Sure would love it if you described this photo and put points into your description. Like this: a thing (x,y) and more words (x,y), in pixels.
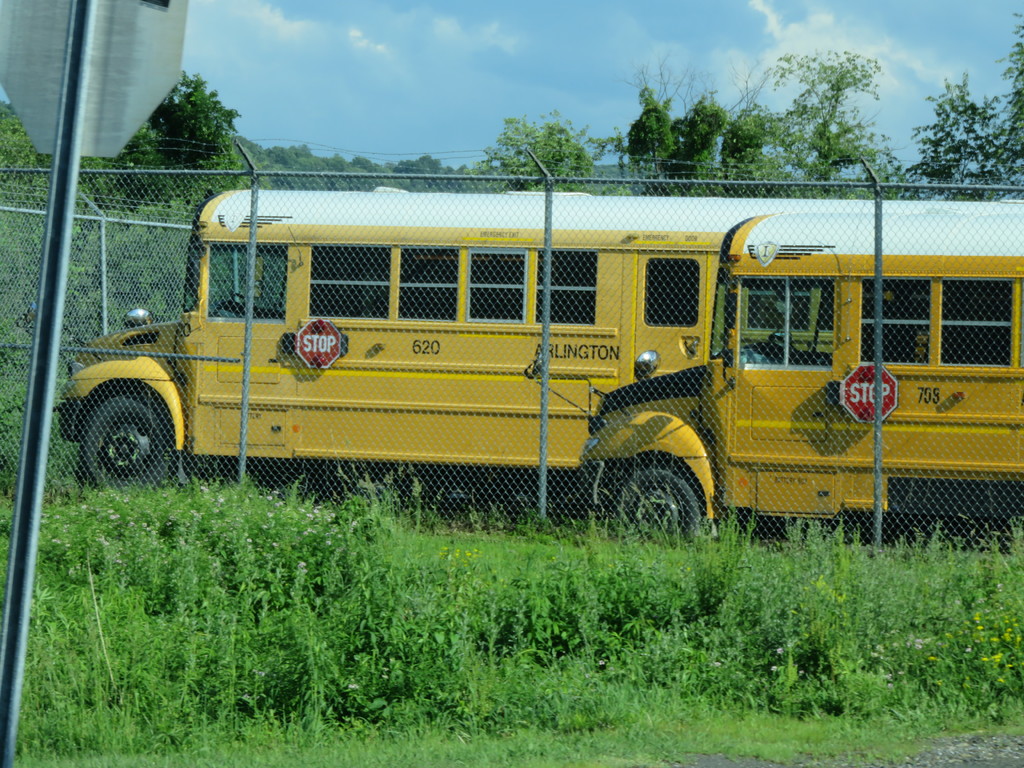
In this picture there are two yellow bus (553,323) near to the fencing (870,166) and grass (365,572). In the background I can see many trees (916,171). On the left (128,47) there is a sign board (168,23). At the top (512,97) I can see the sky (514,35) and clouds (486,34).
